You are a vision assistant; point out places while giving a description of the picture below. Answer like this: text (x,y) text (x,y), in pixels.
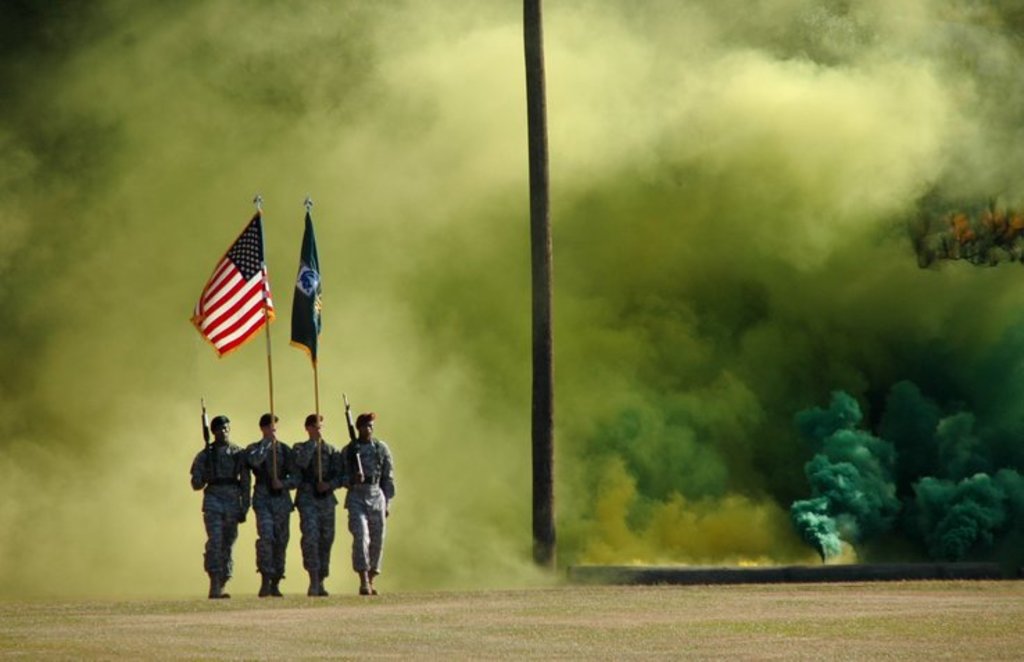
In the left of the picture (263,477) there are four soldiers (252,449) holding flags (211,314) and guns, marching. In the center of the picture (540,263) there is a pole (540,427). In the background (612,413) there is smoke (117,577). In the foreground (561,615) there is grass (424,641).
